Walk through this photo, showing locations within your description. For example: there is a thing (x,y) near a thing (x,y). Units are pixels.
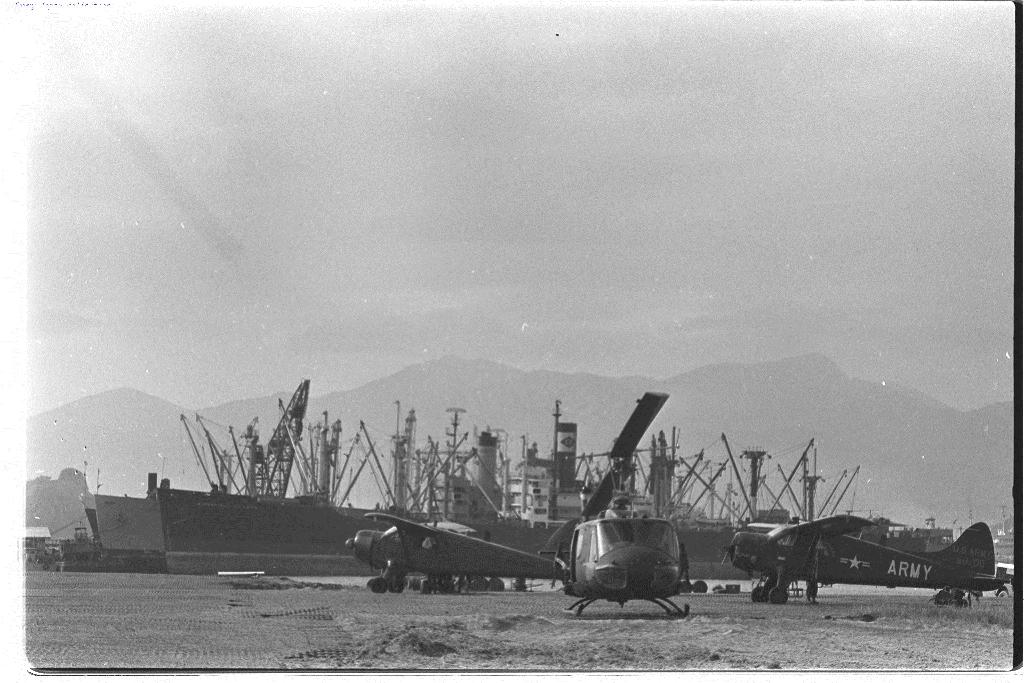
In this picture there are aircrafts (789,557) at the back (296,564) there are ships (313,533) and mountains (734,412). This picture is an edited picture. At the top (539,148) there is sky (549,171).
